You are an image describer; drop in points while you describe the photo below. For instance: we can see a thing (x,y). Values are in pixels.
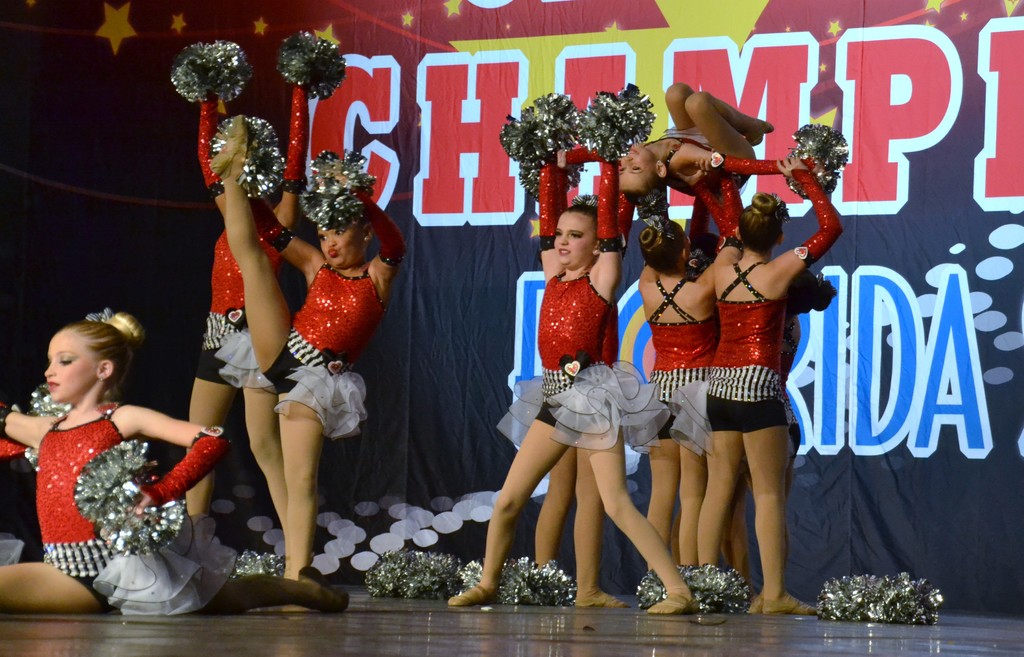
These people (757,264) are lifting a woman (694,127). Background (904,450) there is a hoarding (779,45). Something written on this hoarding (915,402). On floor (527,608) there are objects (403,574). These girls (593,385) are also holding objects (132,462).
